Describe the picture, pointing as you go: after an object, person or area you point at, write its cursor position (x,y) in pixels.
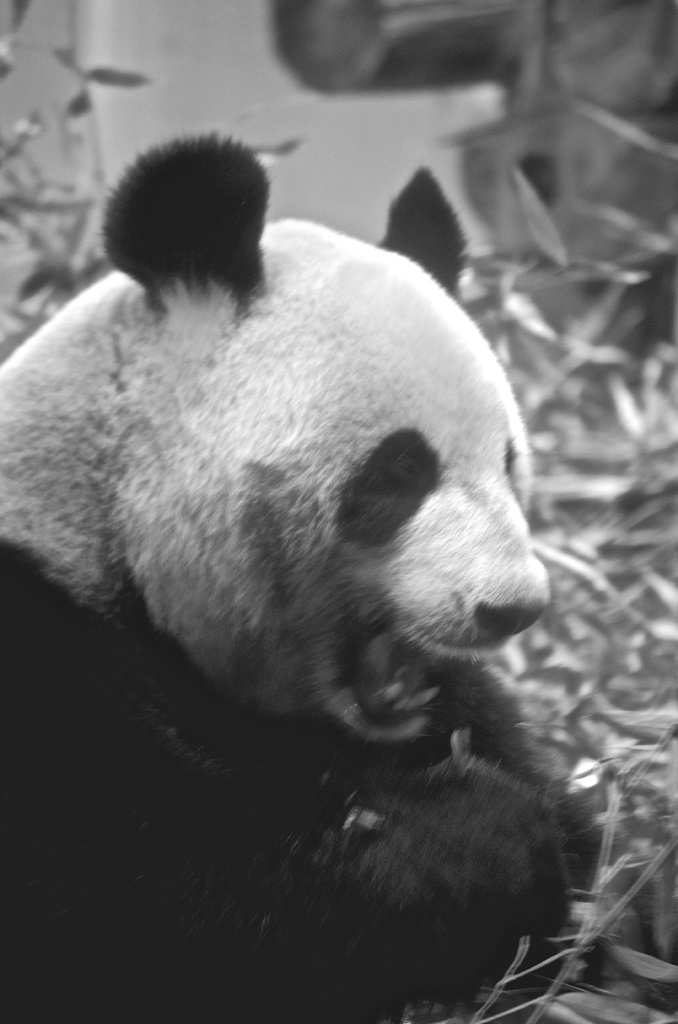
This is a black and white picture. Here, we see a panda (287,701) and behind that, we see plants (609,656) and grass (585,534). In the background (239,132), it is blurred. This picture might be clicked in a zoo (168,17).
